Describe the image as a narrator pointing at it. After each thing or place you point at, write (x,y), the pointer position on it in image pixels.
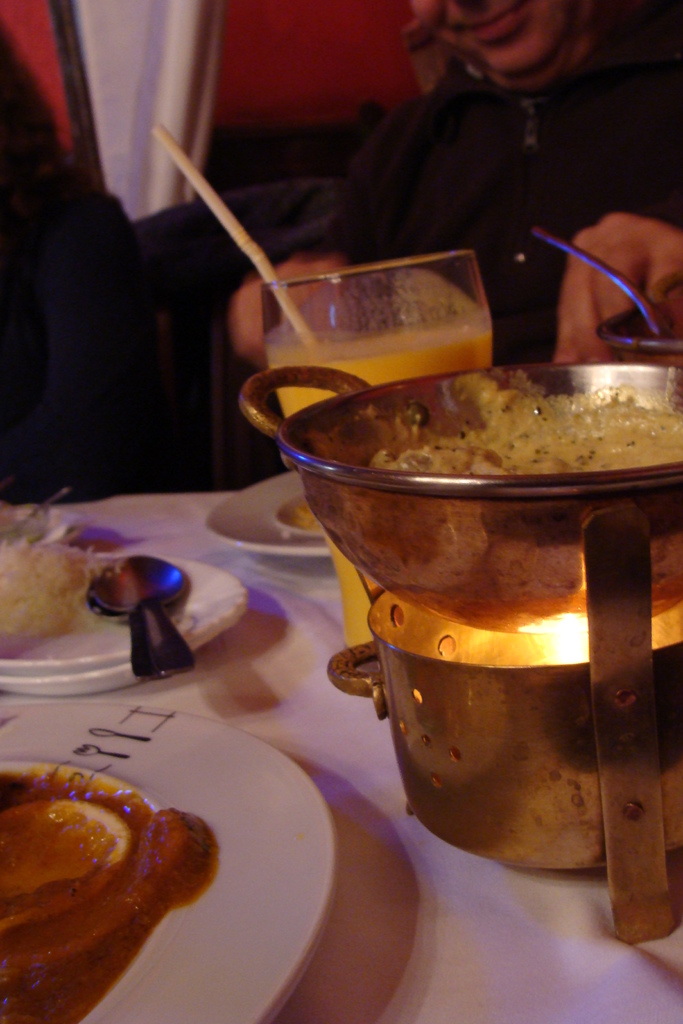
In this image there are plates (216,820), there are spoons (153,639), there is food (535,431) in the bowl (535,431), there is juice (370,371) in the glass (365,317), there is a straw (226,225), there is fire (545,646), there is red background (291,66) behind the person (507,132).
